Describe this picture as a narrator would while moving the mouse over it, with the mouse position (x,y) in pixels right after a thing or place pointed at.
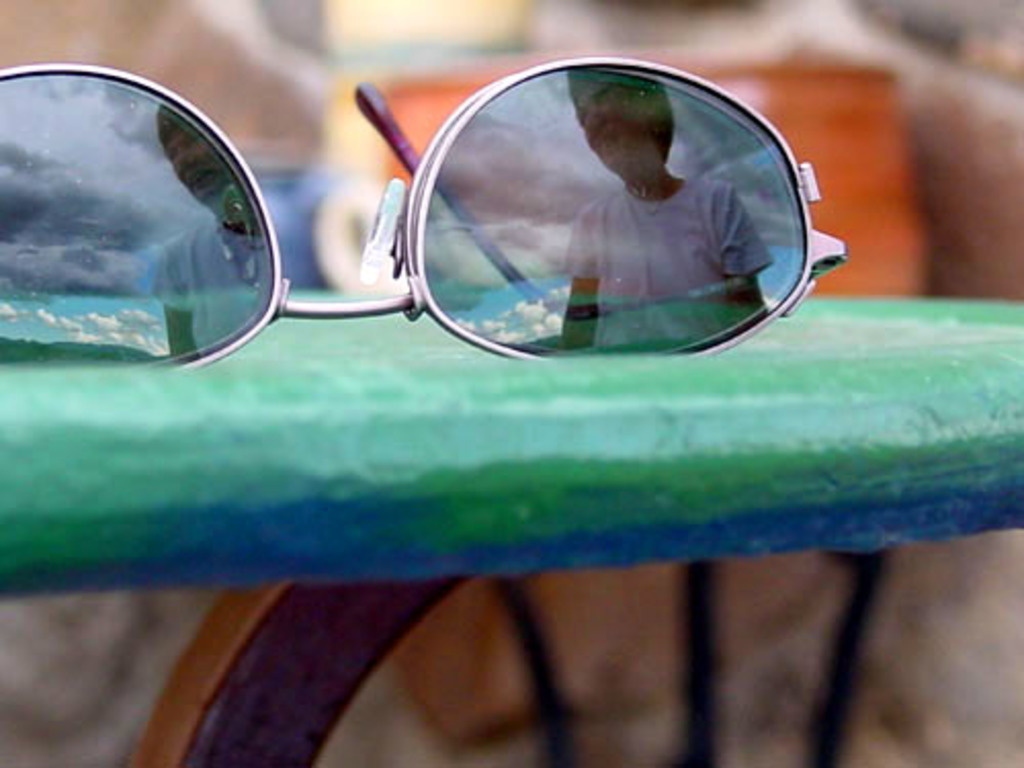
In this image we can see spectacles (460,298).
